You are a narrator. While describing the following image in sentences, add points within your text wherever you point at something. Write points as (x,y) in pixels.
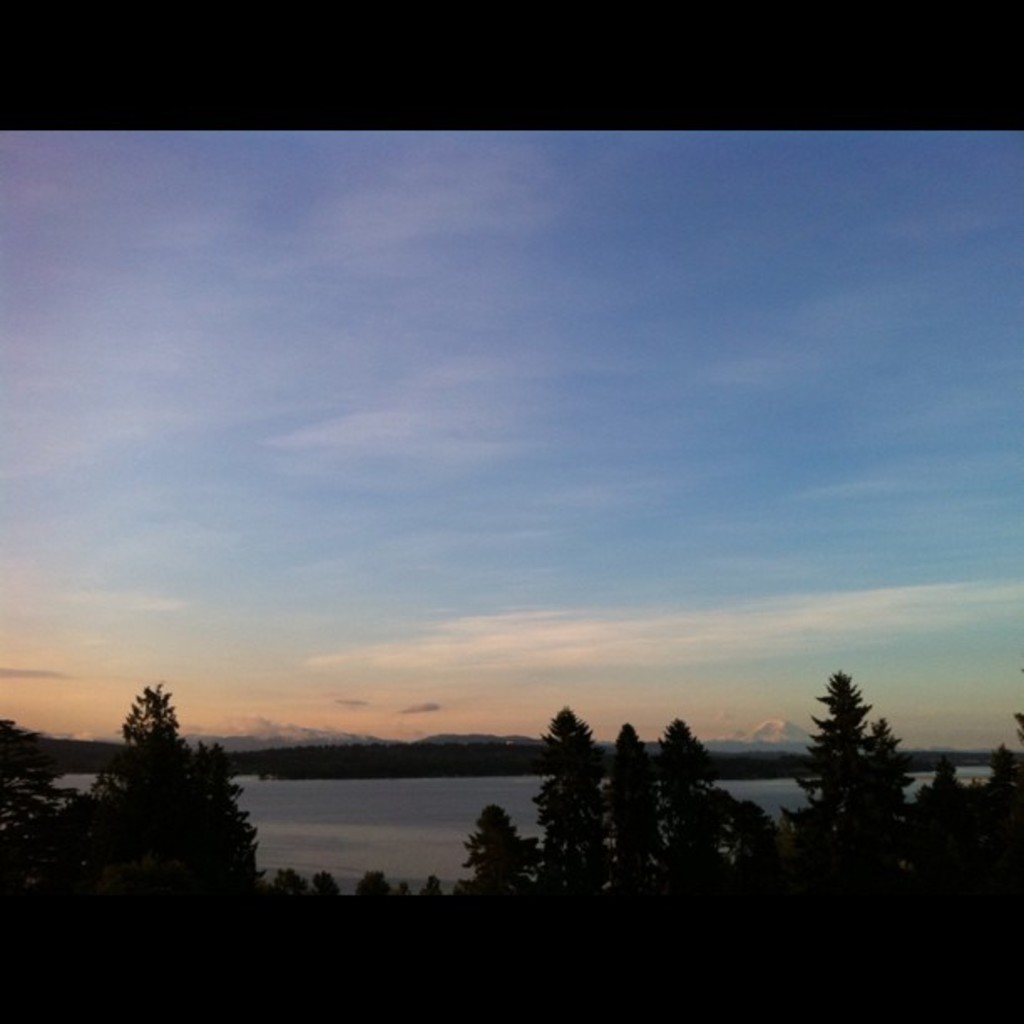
In this picture we can see few trees (233,864), hills (456,740) and clouds (490,648).
